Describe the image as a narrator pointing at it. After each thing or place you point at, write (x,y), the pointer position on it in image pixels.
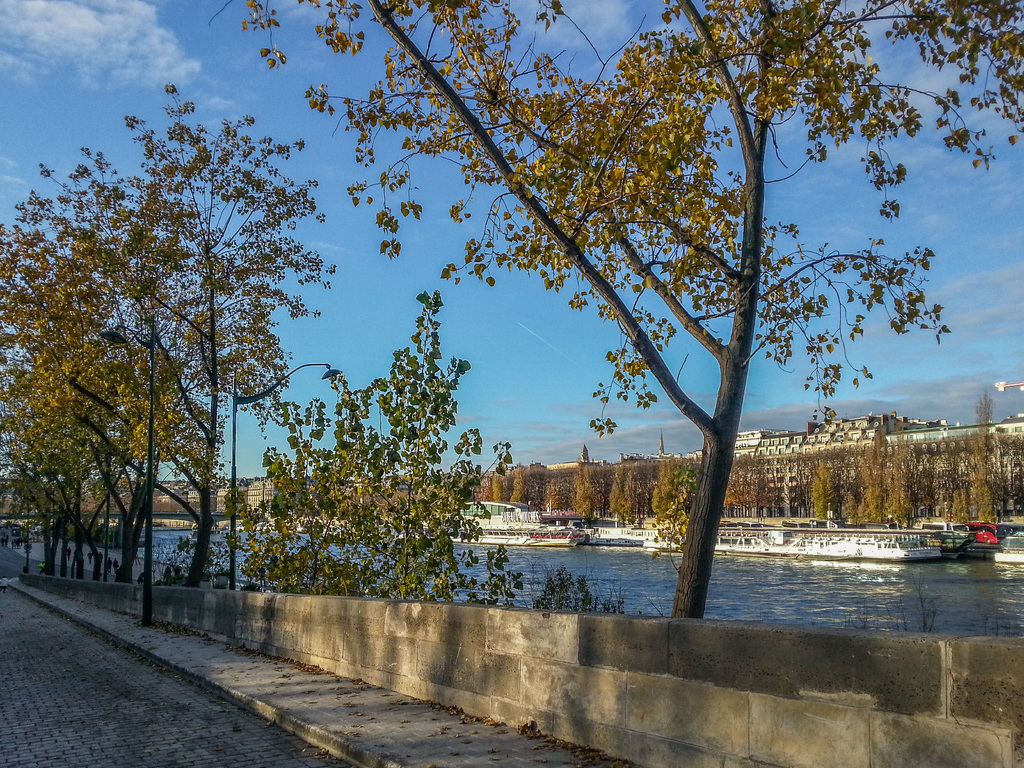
In this image I can see trees (407,379), a road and a wall (608,655). In the background (762,581) I can see boats (865,549) on water (844,567), buildings (860,452) and the sky (418,288).
